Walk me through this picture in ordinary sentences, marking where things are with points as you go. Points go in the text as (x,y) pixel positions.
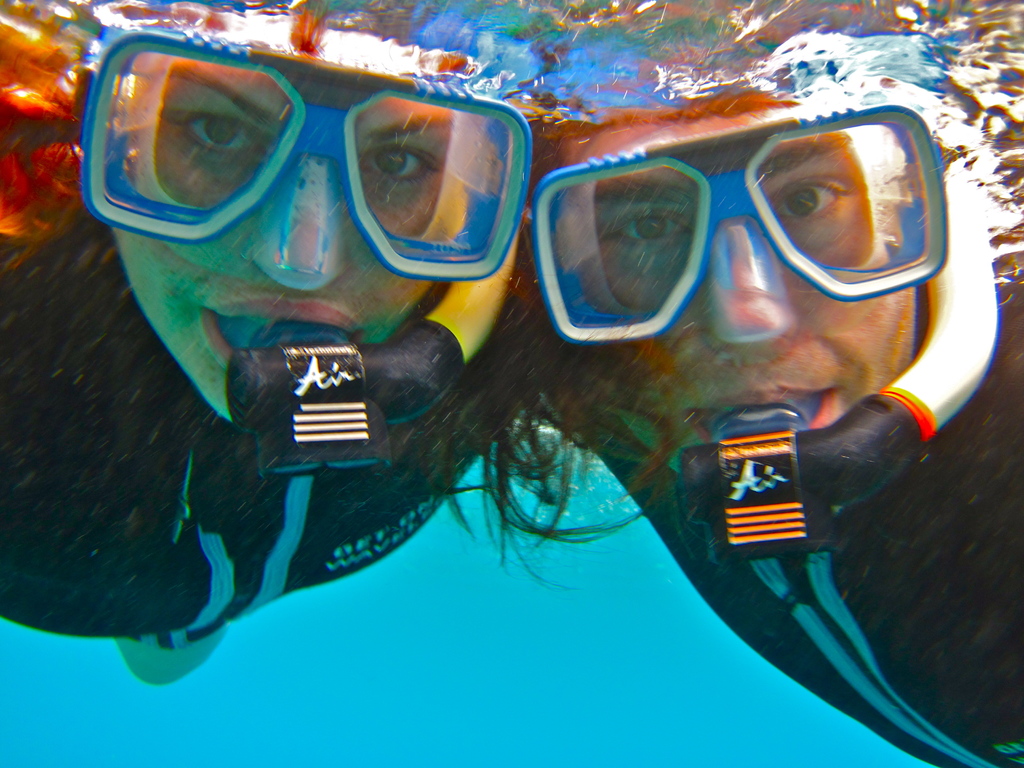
In the picture I can see a man (779,376) and a woman (198,322) are in the water (571,493). They are wearing some objects (245,400). The background of the image (30,715) is blue in color.
